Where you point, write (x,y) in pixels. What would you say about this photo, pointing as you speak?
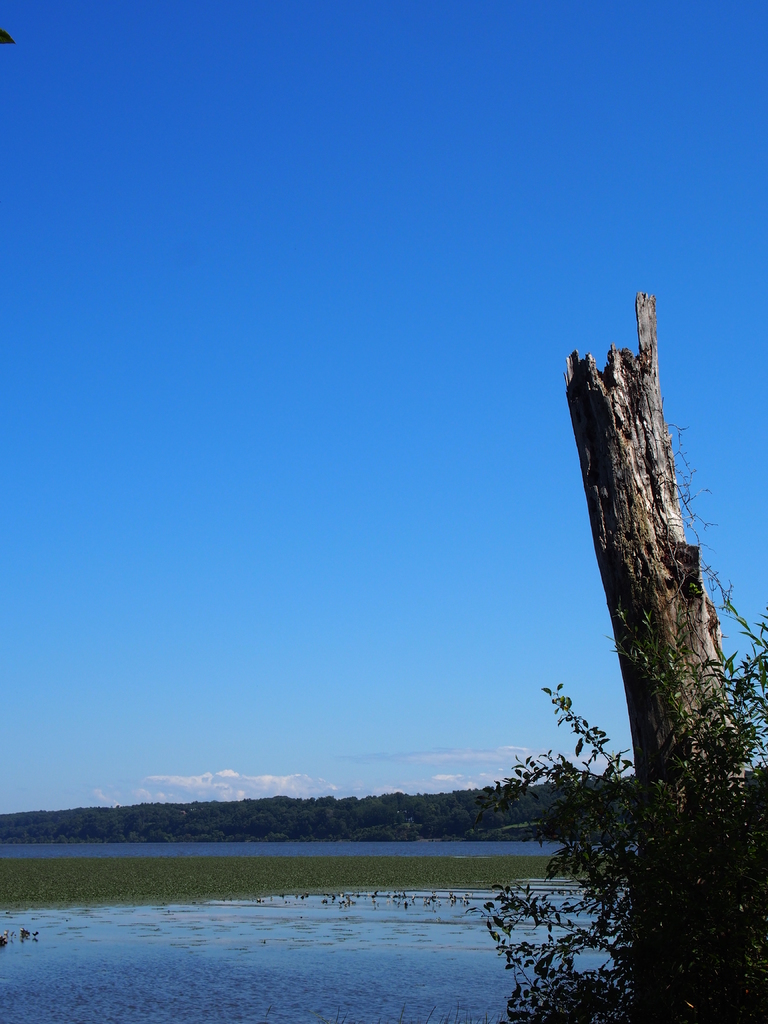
In this picture we can see water (346,908) and few trees (563,815), in the background (315,780) we can find clouds (315,780).
